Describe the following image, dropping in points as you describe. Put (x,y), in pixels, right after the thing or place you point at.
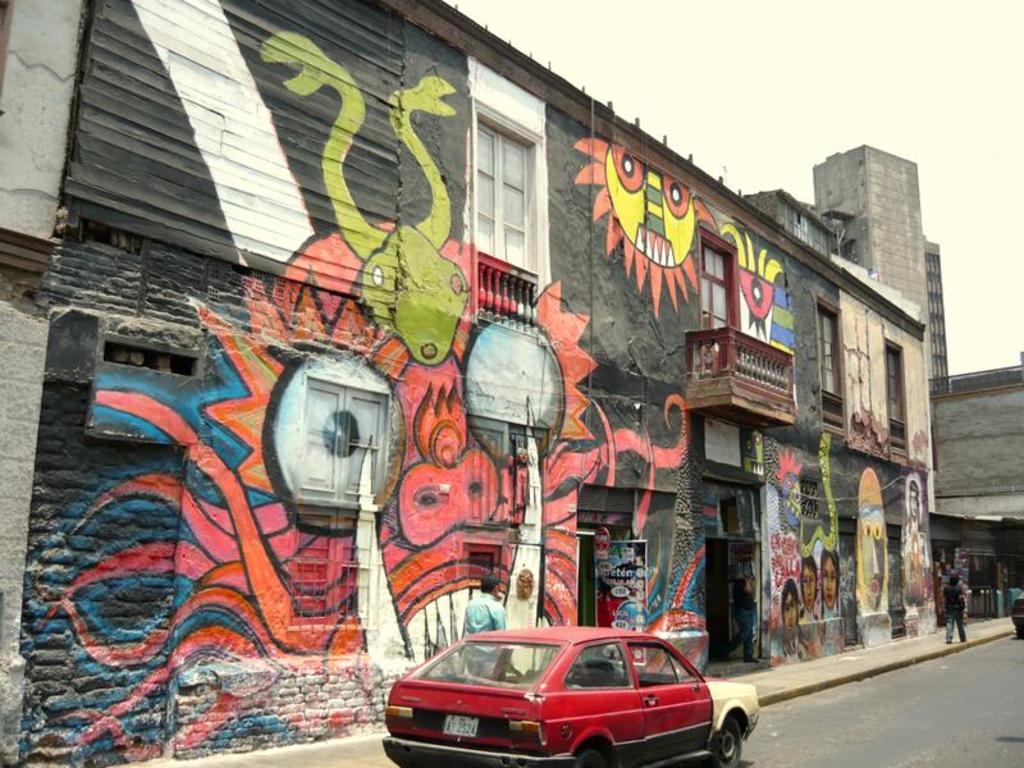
In this picture there are vehicles (673,703) on the road (955,673) and there are two persons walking on the footpath (972,643) and there is a painting (603,398) on the building (716,434) and there are buildings (732,413). At the top (882,58) there is sky (845,99). At the bottom (905,741) there is a road (1004,708).
